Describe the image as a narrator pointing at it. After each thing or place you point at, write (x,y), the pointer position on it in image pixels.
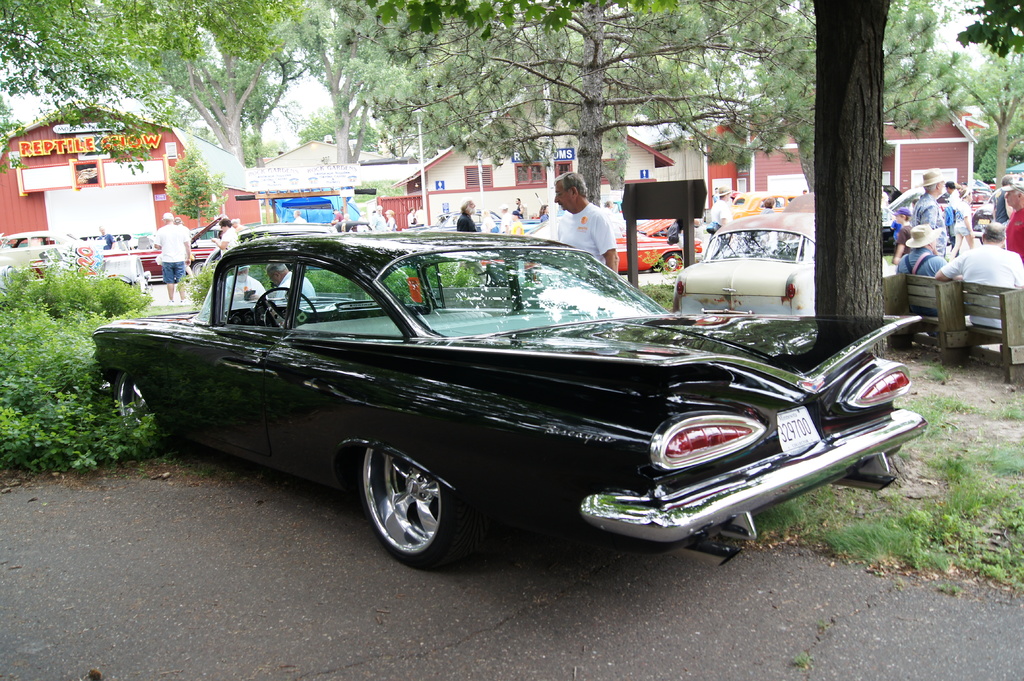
In this image I can see plants (55,334), grass (962,457), boards (669,182), fleets of vehicles (619,316) and a crowd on the road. In the background (781,140) I can see trees (815,140), buildings (383,165), light poles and the sky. This image is taken may be on the road (86,592).
